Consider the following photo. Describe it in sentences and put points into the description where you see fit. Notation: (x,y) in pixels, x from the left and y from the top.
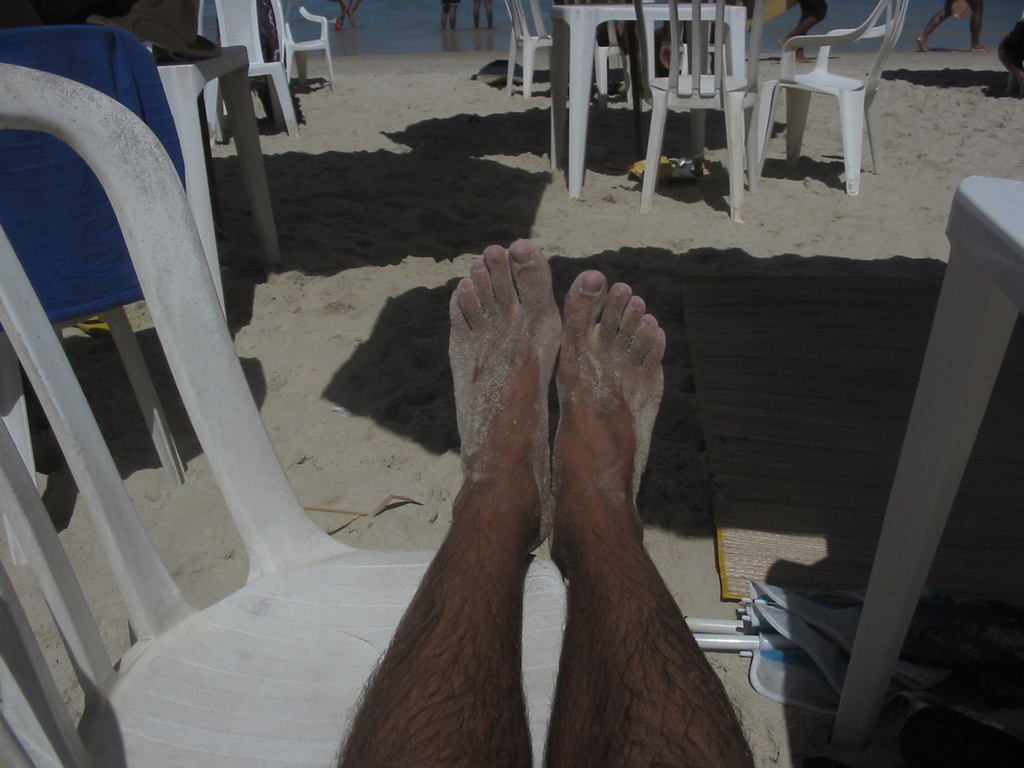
In the front (320,579) there is a person (684,676) kept his legs (628,539) on a chair (412,582). In the middle of the image (655,275) we can see some chairs (800,150), table (599,5) and sand (310,201). In the top most (325,6) we can see water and some persons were standing over there it seem like beach (400,183). On left side (102,52) we can see one towel (62,299).
